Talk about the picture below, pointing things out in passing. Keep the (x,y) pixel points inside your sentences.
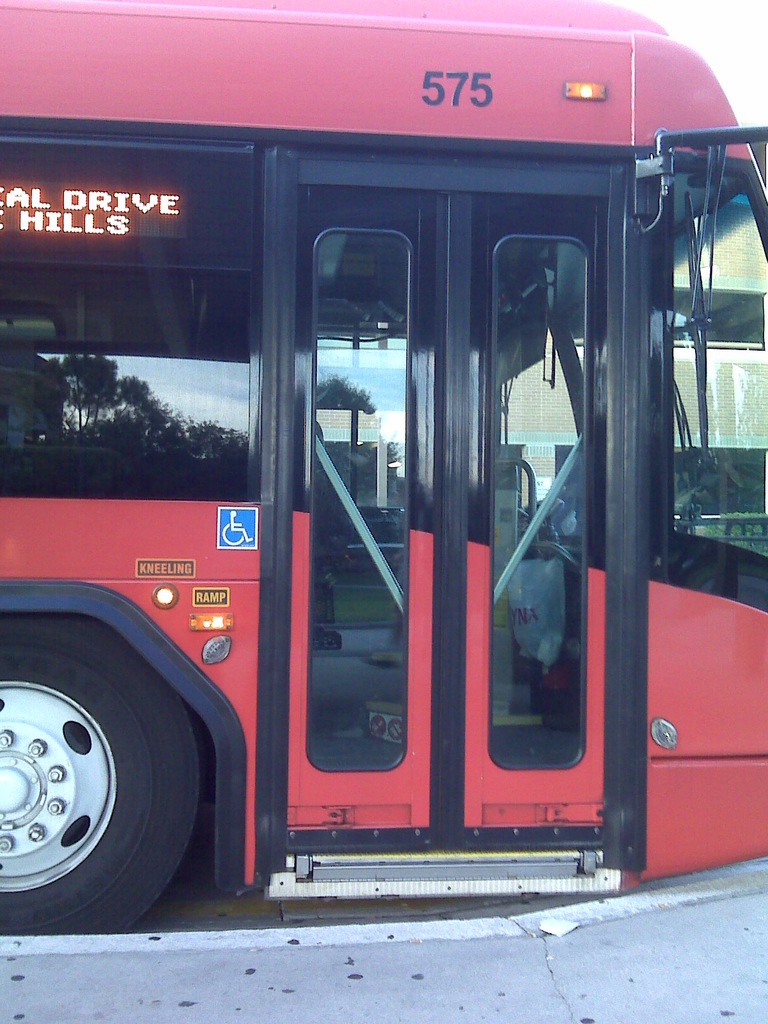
This picture shows a red color bus (190,843) and we see led display (165,222) on the bus (184,244) and a cloudy Sky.
